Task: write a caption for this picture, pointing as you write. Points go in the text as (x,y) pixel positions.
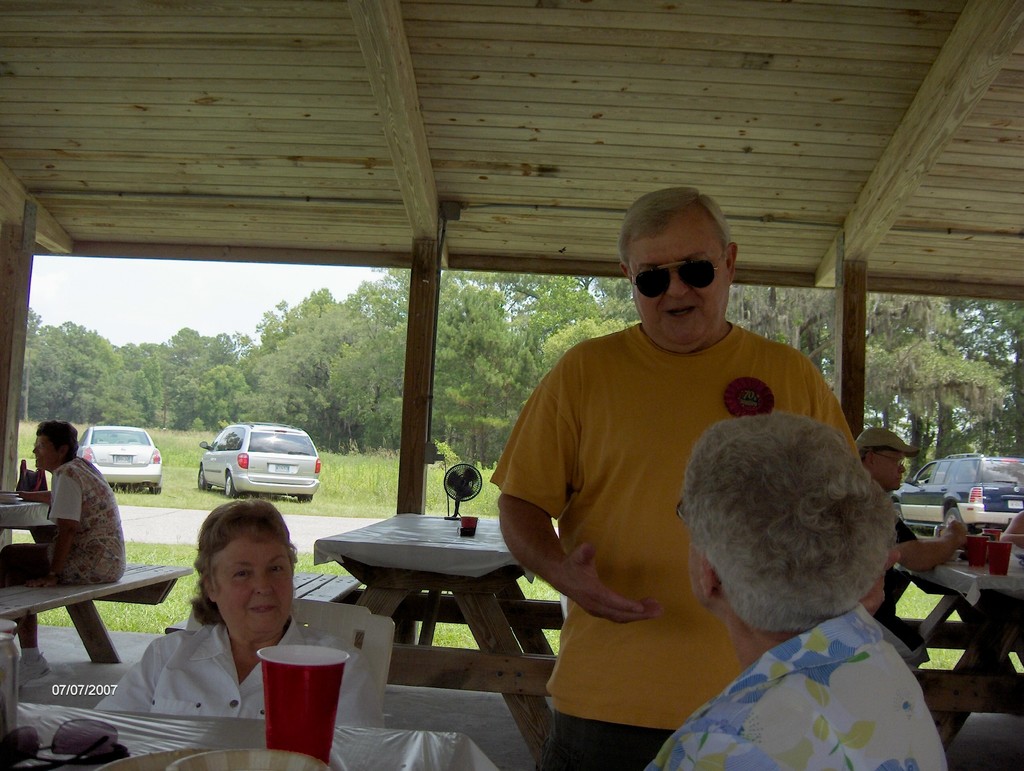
In this image there are six people (742,565), five (796,586) are sitting and one (625,394) standing. The person (630,499) who is standing is talking to the person (779,510) who is sitting. There are goggles (93,727), cup (281,666), bowl (208,764) and fan (469,475) on the table (419,523). At the back (108,437) there are cars (985,510) and trees (385,383), at the top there is a sky (277,299).
